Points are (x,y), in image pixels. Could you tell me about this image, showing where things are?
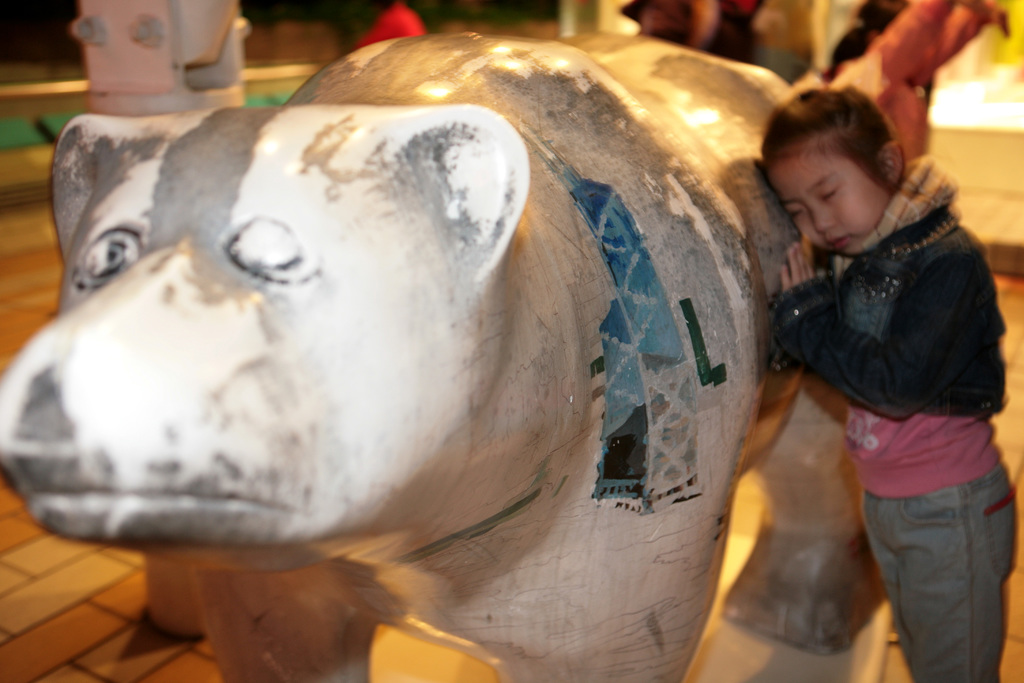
In this image we can see a girl (943,498) is standing beside an animal statue (546,311). She is wearing pink color t-shirt (918,443) with blue coat (856,349).
